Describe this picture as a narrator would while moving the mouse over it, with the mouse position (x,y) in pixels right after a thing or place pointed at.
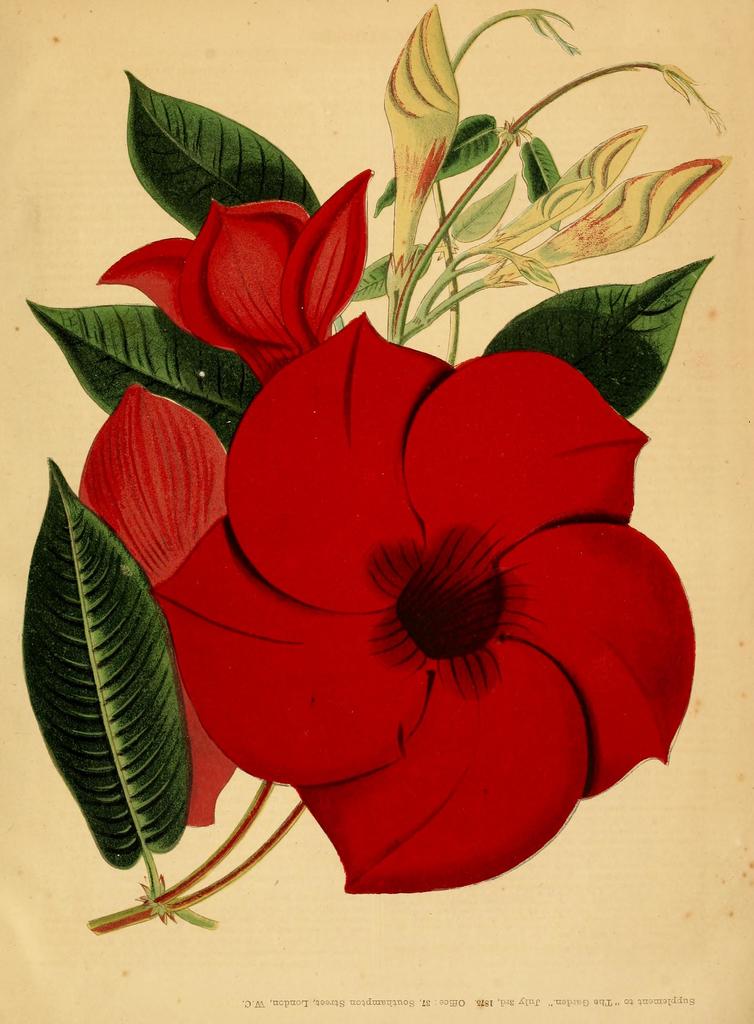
In this picture, we see the drawing (314,619) of the flowers (388,562), buds (398,145) and leaves (108,676). These flowers (181,593) and buds (414,145) are in red and yellow color. The leaves (217,361) are in green color. In the background (269,67), it is beige in color. At the bottom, we see some text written on it. This picture might be drawn on the beige paper (459,909).
